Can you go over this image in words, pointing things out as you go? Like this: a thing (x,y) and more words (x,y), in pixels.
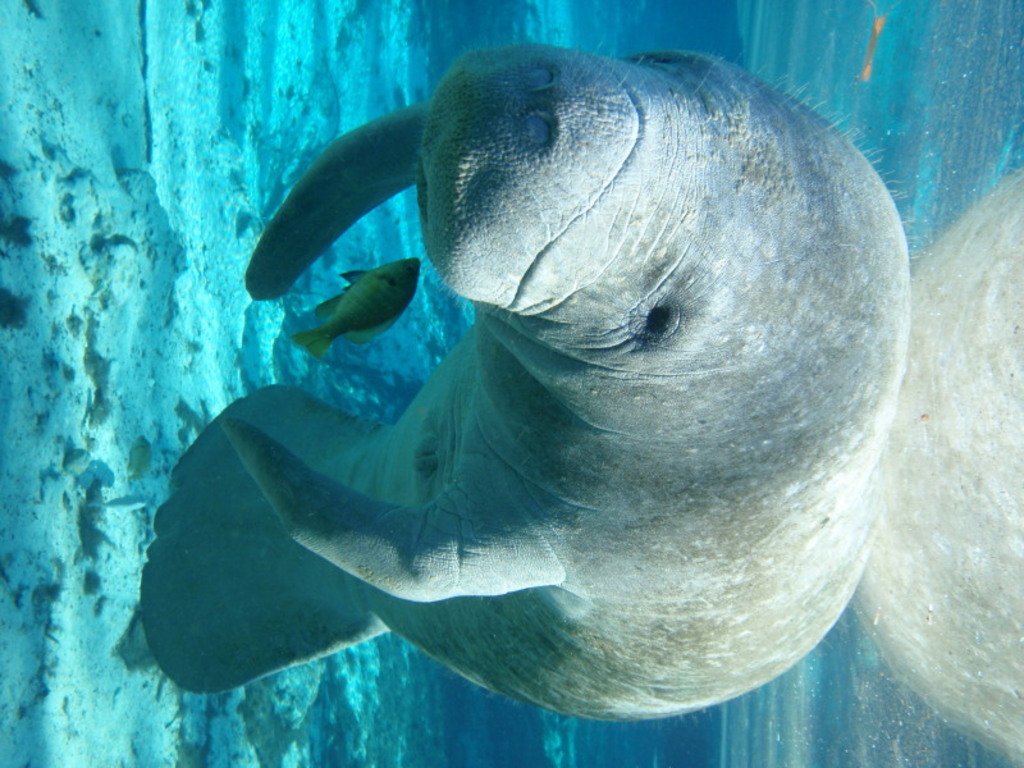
In this image, we can see a manatee (548,279) and a fish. We can see some water (383,381) and the ground (158,420) with some objects (69,330). We can also see some object (886,487) on the right (886,532).
